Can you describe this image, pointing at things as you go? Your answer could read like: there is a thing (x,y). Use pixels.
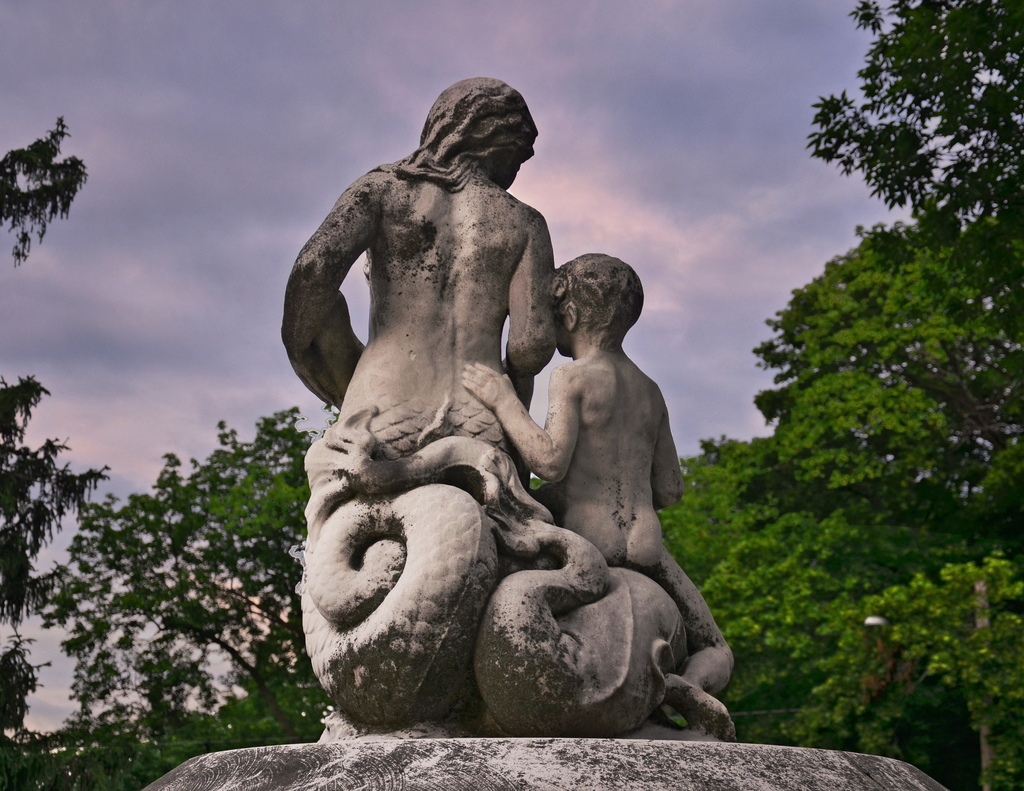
In this picture we can see a statue (624,388), trees (965,421) and in the background (135,274) we can see the sky (611,160) with clouds (418,51).
